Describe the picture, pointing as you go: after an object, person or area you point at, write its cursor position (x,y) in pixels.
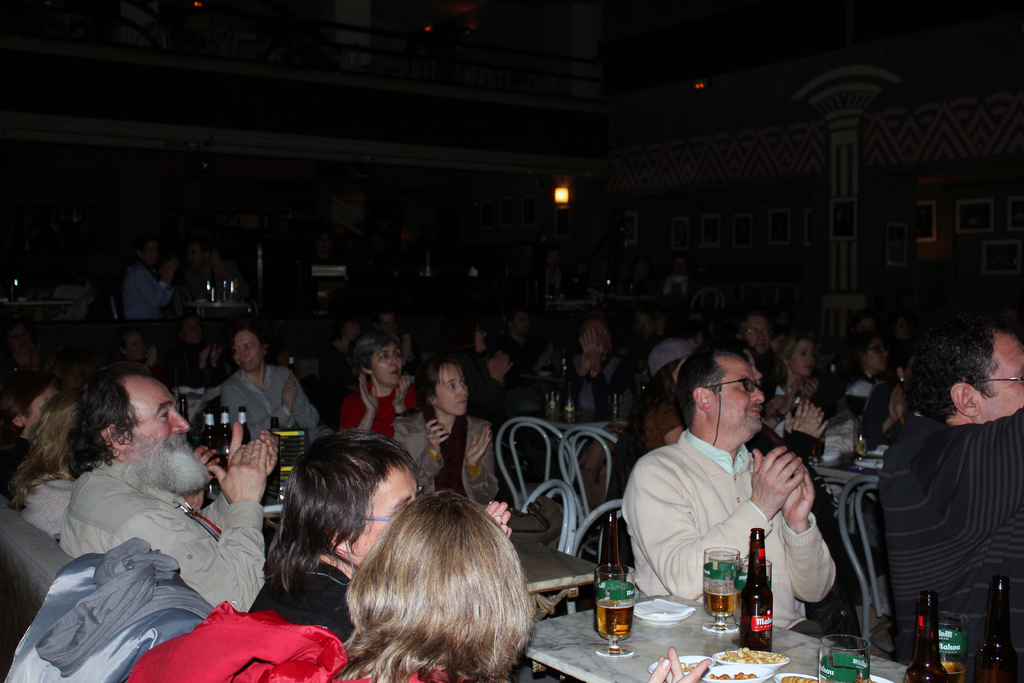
In this picture, there are group of people (767,463) sitting on different chairs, beside the different tables (697,611). At the bottom right (801,561), there is a man (694,479) wearing a cream jacket (710,486) and spectacles (741,382) and he is clapping his hands (804,526). Before him, there is a table (689,639). On the table (613,667), there are glasses (741,583), bottles (768,629), food (689,669) etc, are placed. Before him, there is another man (981,478) wearing black clothes (929,509). In the center (476,453), there are two women (447,374) clapping their hands (476,446). On the top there is a light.
